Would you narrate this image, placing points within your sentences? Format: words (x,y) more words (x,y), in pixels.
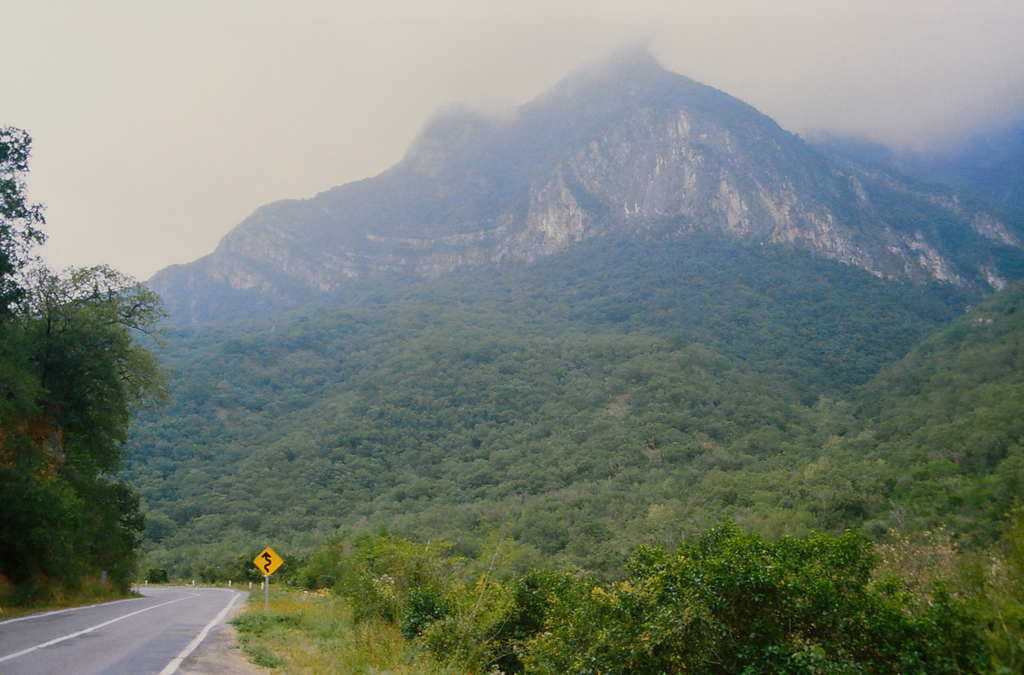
There is a sign board (277,557) and a road (145,617) in the bottom left corner of this image (152,598). We can see trees (12,356) and a mountain (498,331) in the middle of this image (616,398) and the sky (383,58) is in the background (464,57).
